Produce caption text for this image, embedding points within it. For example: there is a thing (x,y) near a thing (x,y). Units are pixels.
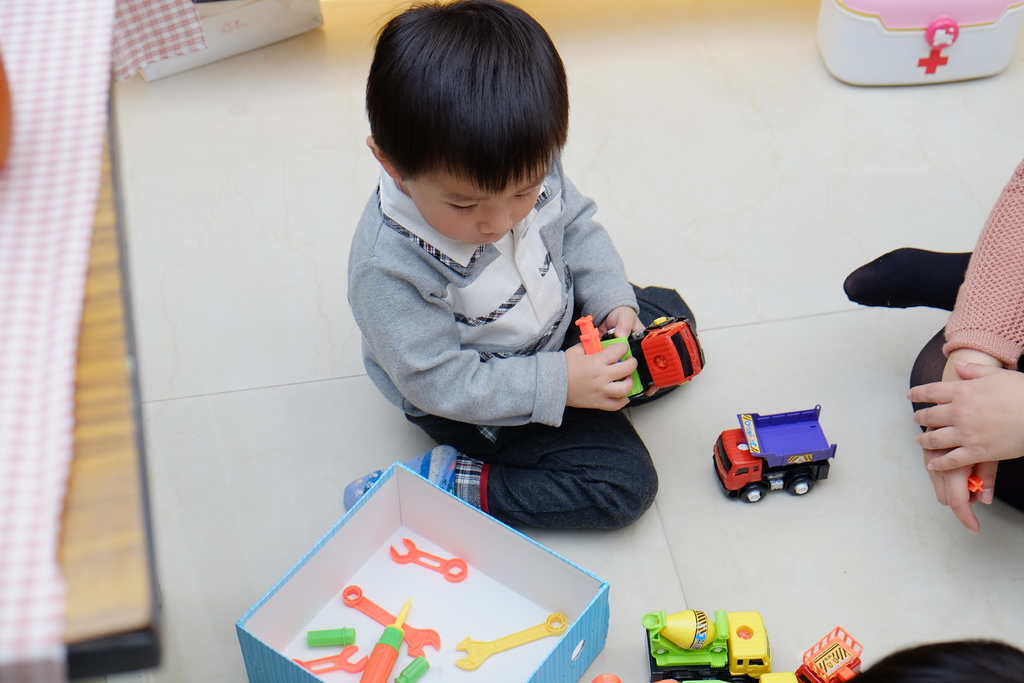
In the center of this picture (551,285) we can see a kid (436,114) wearing t-shirt (478,381), holding a toy vehicle (652,338) and sitting on the ground (662,506). On the right corner (1004,289) we can see another person (957,400) sitting on the ground (956,548) and we can see the toys (844,631) and some other objects (164,48) are placed on the ground (913,158).
